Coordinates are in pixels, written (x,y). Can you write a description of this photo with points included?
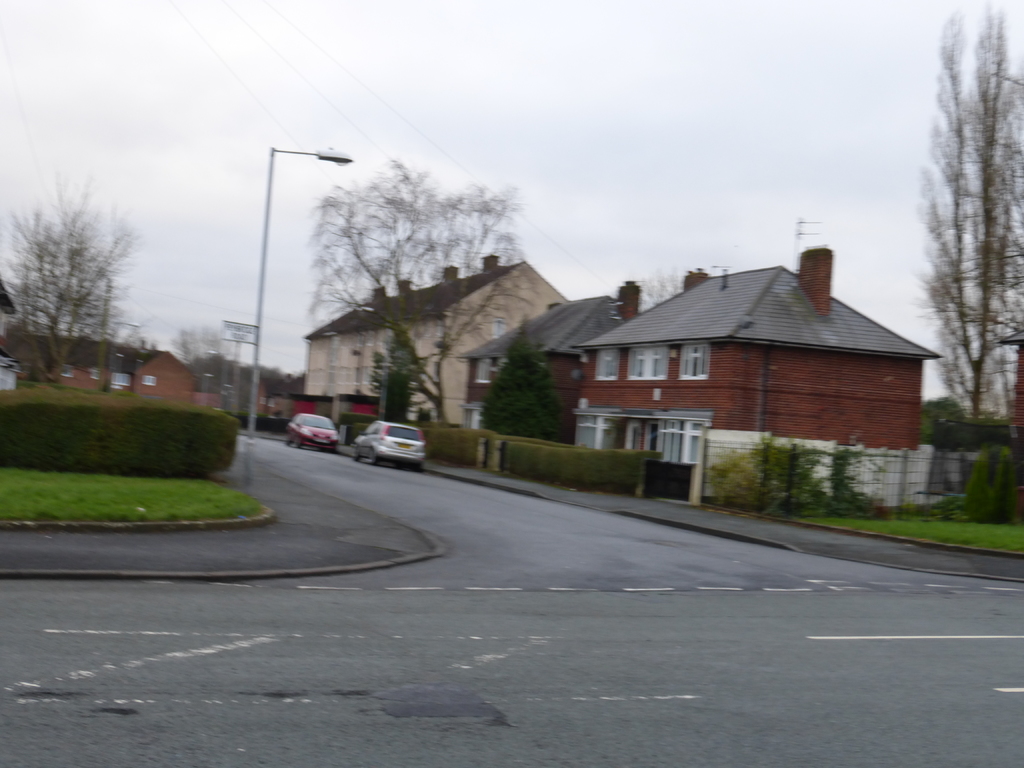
In this image we can see two cars (388,443) on the road (608,672). In the background of the image (90,418), we can see dry trees (31,293), plants (129,418), grassy land (978,530), fence (928,468), street light (254,382) and houses (762,352). At the top of the image (520,122), the sky (455,101) is covered with clouds (438,126).
